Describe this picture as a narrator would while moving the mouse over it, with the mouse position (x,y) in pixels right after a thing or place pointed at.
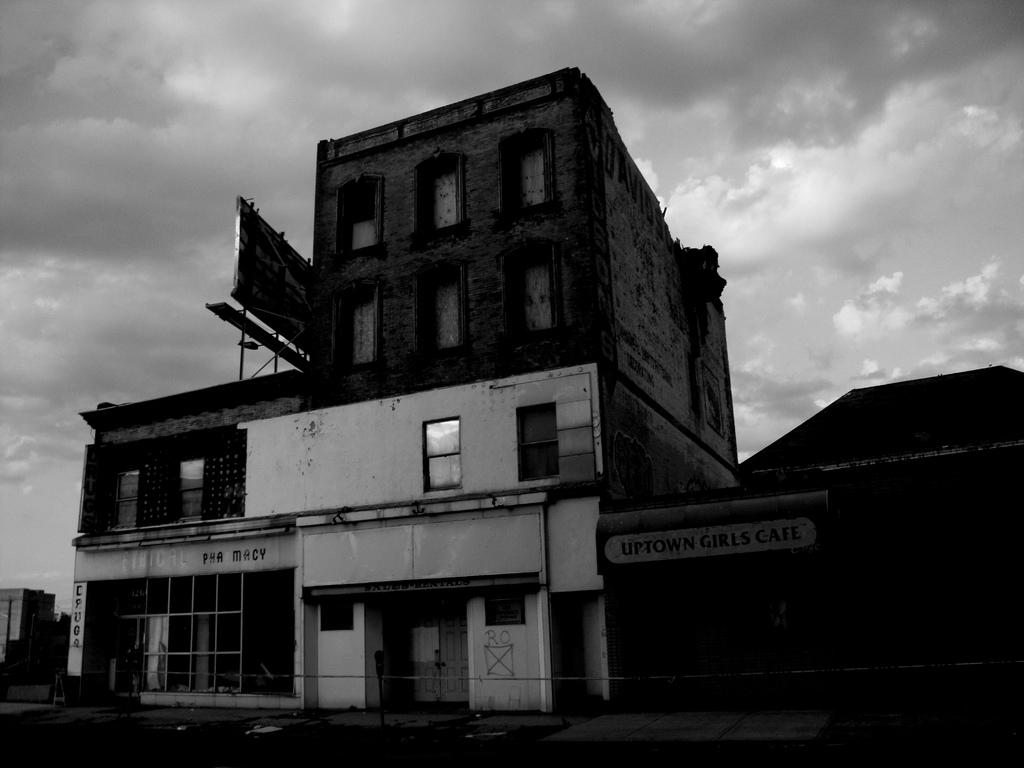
In this picture I can see buildings (358,511) and boards (678,544) with some text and I can see cloudy sky (178,215).
